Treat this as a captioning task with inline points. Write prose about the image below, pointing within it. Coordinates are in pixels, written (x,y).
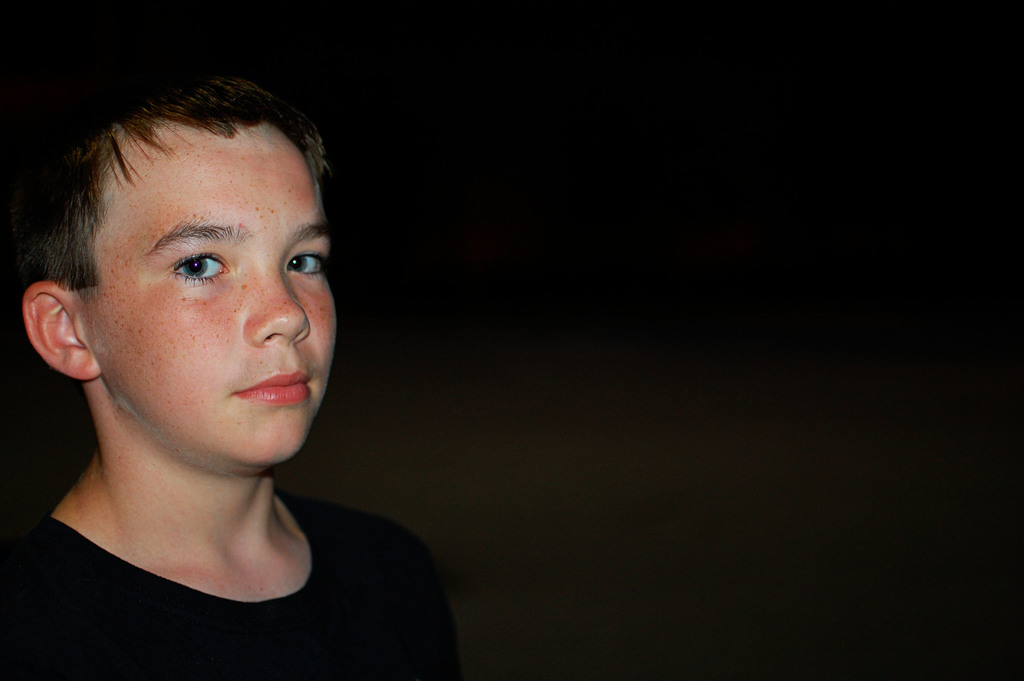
In the foreground of this image (106,456), there is a boy (168,472) wearing black T shirt (163,623) is on the left side of the image (173,522) and there is the dark background (715,215).
